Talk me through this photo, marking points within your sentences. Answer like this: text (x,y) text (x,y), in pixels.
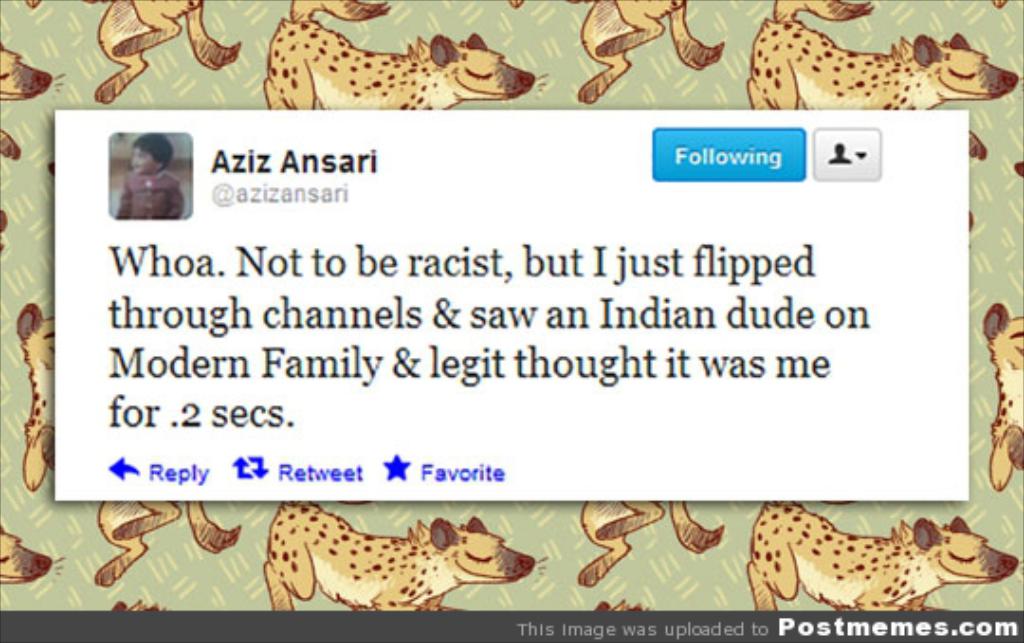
In this image I see something is written over here and I see a picture (136,189) of a child (173,181) over here and I see the depiction of animal pictures (862,539) and I see something is written over here too.
